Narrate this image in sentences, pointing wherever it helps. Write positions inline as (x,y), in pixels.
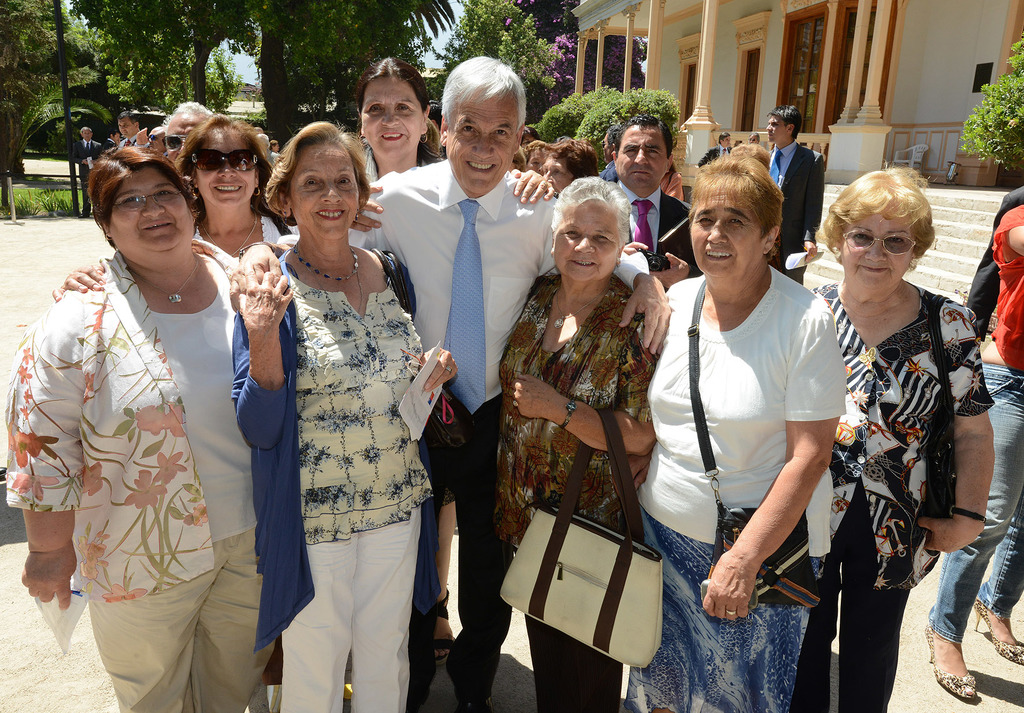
In this image we can see people (211,538) standing. Some of them are holding papers (56,593). We can see bags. In the background (686,8) there is a building (887,136) and we can see bushes (571,126). There are trees (179,68) and sky (438,61).
